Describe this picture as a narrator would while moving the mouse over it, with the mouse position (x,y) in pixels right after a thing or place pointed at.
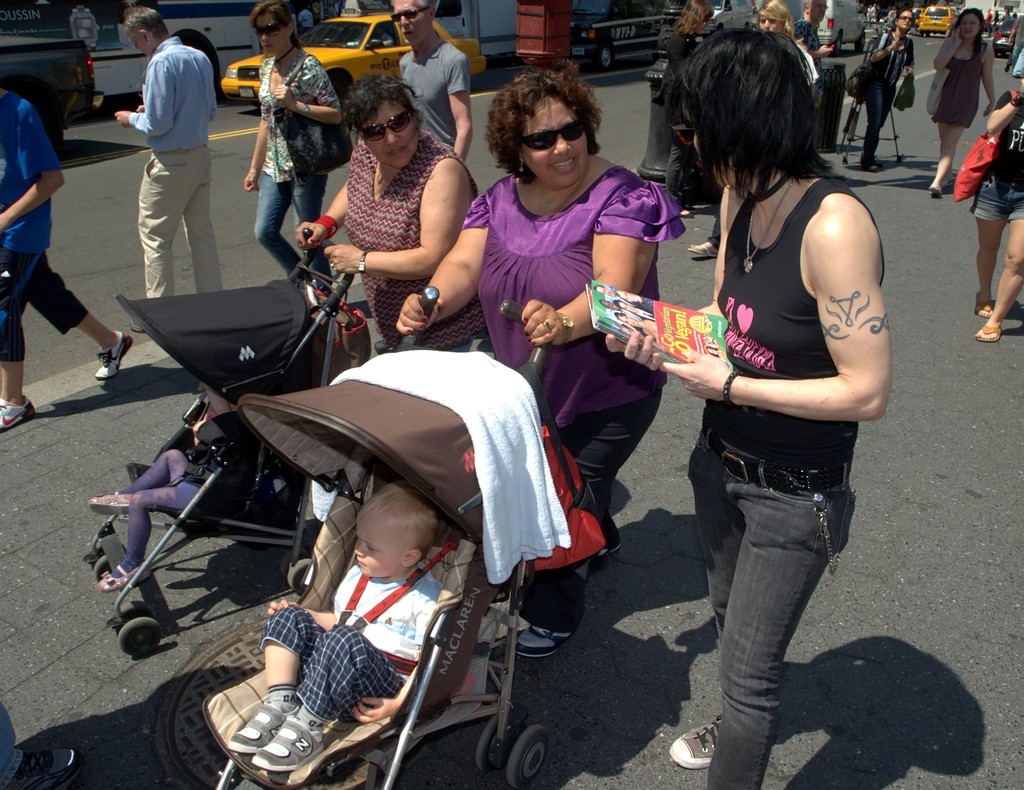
In this image we can see a few people (830,254), we can see the children (154,463) in a baby stroller (335,744), we can see the vehicles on the road (604,68).
